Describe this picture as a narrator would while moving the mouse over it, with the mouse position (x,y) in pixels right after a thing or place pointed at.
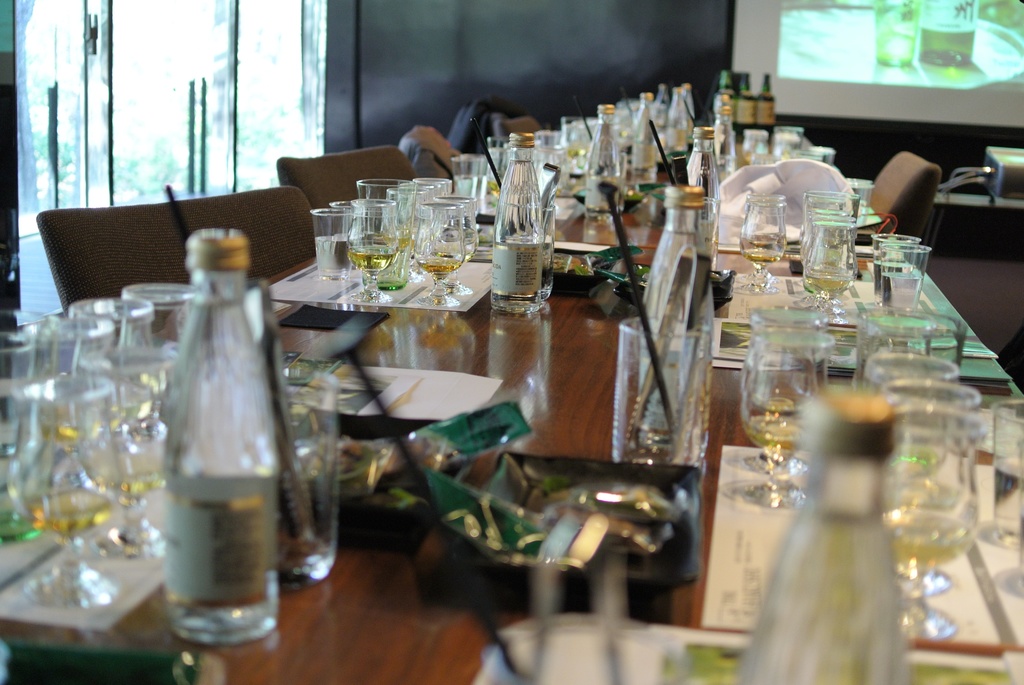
In the picture we can see a table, chairs (100,232), and glass doors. On the table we can find group of glasses (56,408) and bottles (238,470), with wine (65,521).
